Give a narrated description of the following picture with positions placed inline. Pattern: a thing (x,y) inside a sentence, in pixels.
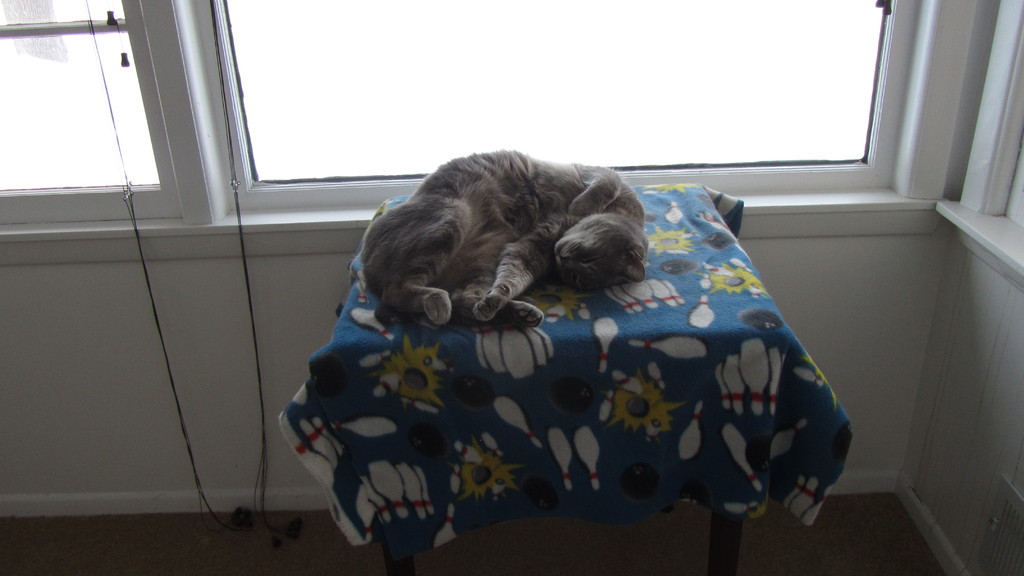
In this picture there is a cat (482,252) which is in grey color laying on the table (606,337). There is a blue color cloth (649,378) on the table (606,395). We can observe black color wires (192,449) here. In the background (307,183) there are windows (304,96).
